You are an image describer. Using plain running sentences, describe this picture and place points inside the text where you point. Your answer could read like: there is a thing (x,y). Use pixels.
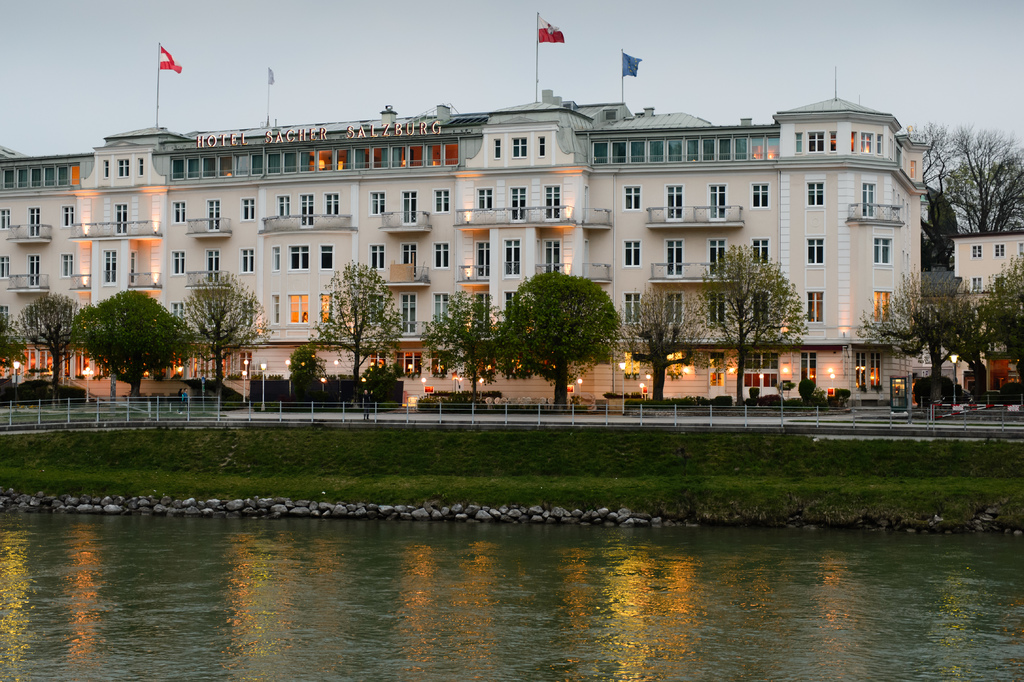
In this image we can see a building (444,383) with windows (435,368), signboard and the flags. We can also see a fence (519,415), a group of trees (741,389), street lamps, grass (861,459), stones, a water body (645,610) and the sky (331,102) which looks cloudy.
